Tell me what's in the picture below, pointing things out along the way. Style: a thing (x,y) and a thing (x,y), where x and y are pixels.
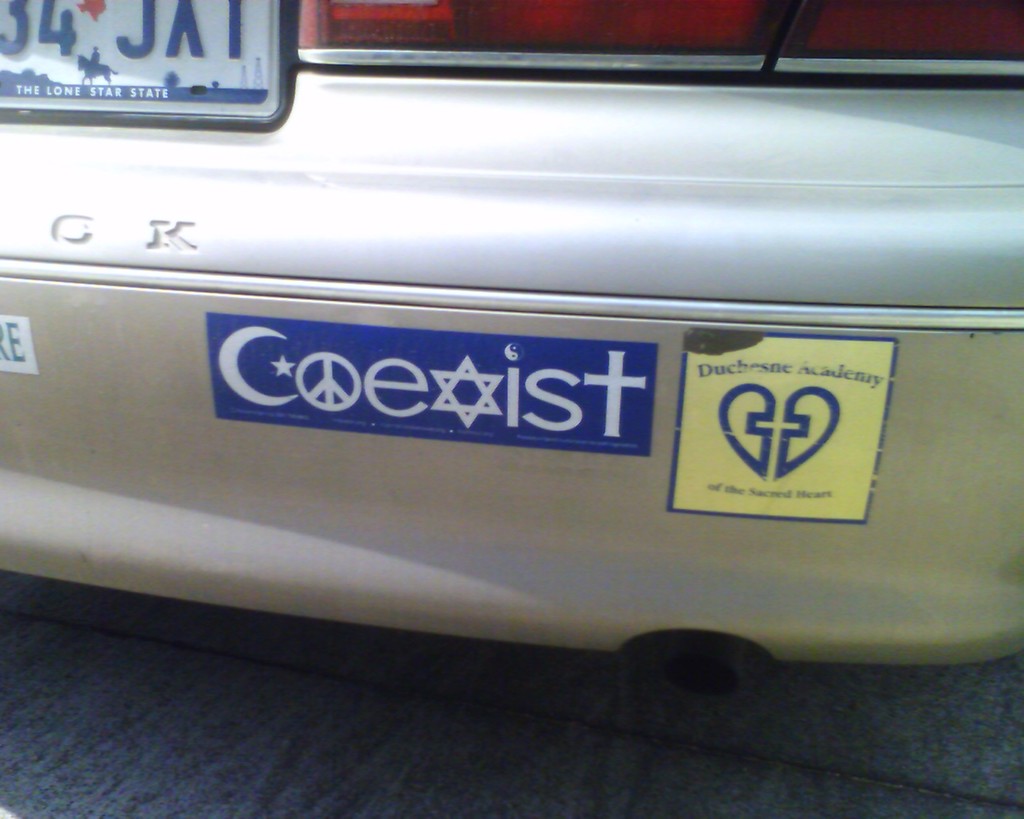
In this image we can see the back side (130,531) of a car (883,596) truncated, two stickers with text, one yellow sticker (872,417) with text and images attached to the car (429,463). There is one number plate (139,73) with text (46,21) and images (218,96) attached to the car (560,241) and it looks like the floor (147,788) at the bottom of the image (4,610).
